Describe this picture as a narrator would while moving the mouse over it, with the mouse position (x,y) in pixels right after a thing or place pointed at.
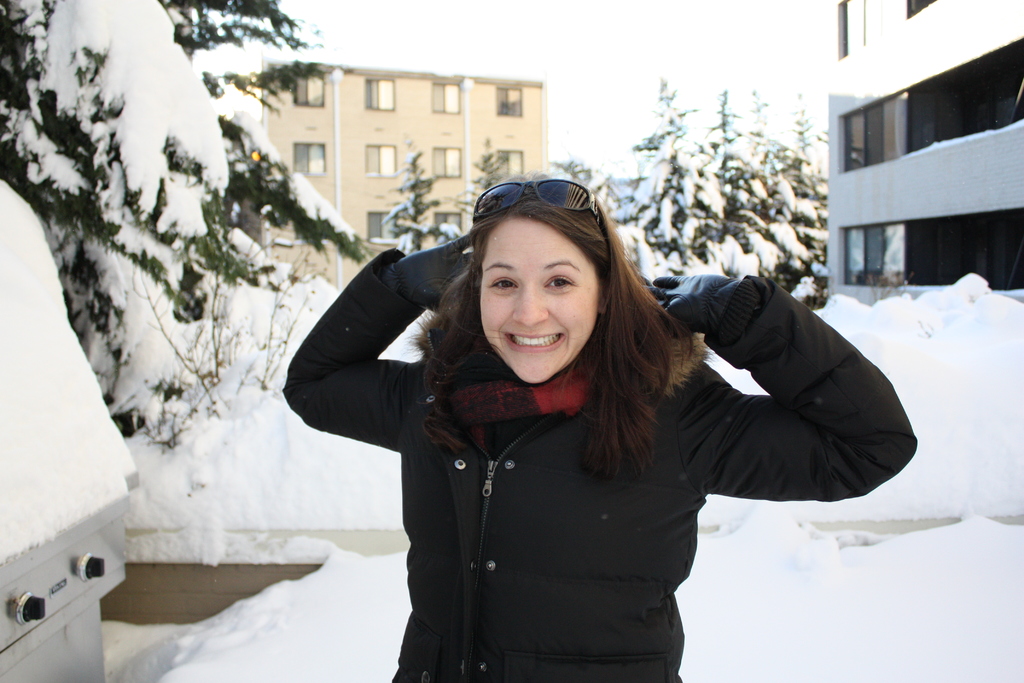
There is a woman (560,394) in a black color jacket (529,582), smiling and standing. In the background (85,58), there are trees (63,173) on which, there is snow (395,210), there is snow (986,370) on the surface (319,570) and there are buildings (957,85). And the background (512,11) is white in color.
